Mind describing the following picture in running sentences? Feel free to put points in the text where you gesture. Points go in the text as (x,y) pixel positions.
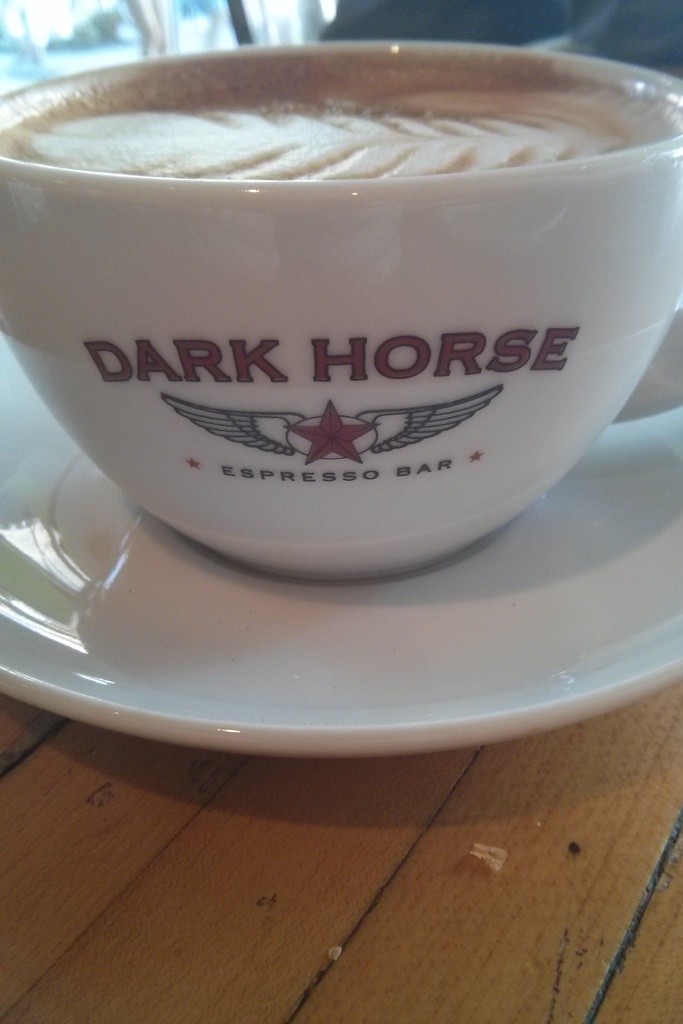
In this image I can see the cup (304,360) and saucer (271,621). I can see these are in white color. The cup (60,281) and saucer (261,691) is on the brown color surface (171,907).
